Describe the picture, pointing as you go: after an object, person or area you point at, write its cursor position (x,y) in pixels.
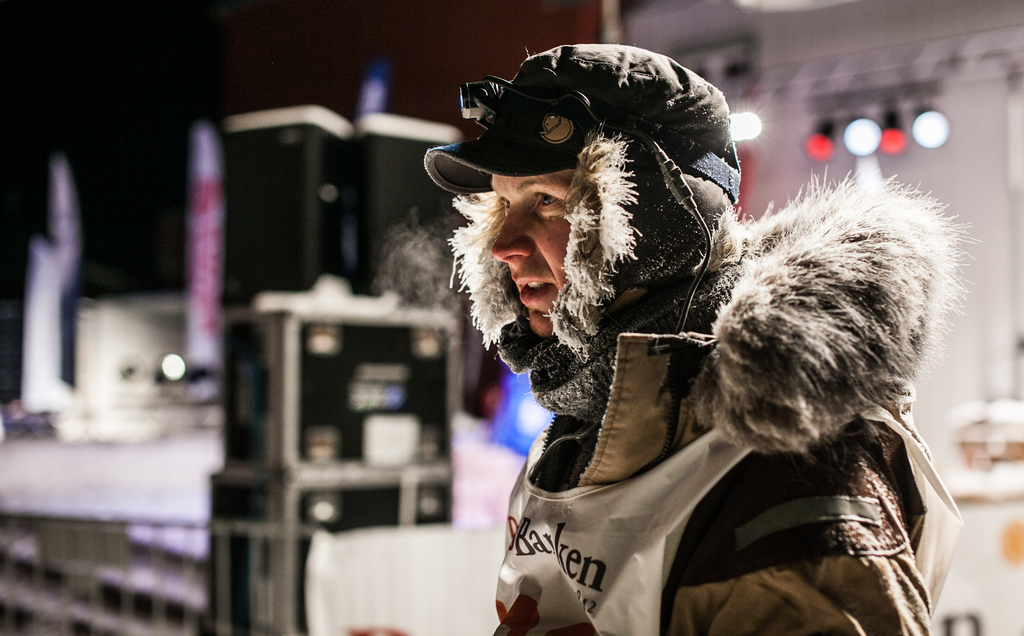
In this image, I can see a person (570,223) with a cap (535,167) and clothes (695,497). In the background (195,523), there are objects (373,219), which are looking blurred.
